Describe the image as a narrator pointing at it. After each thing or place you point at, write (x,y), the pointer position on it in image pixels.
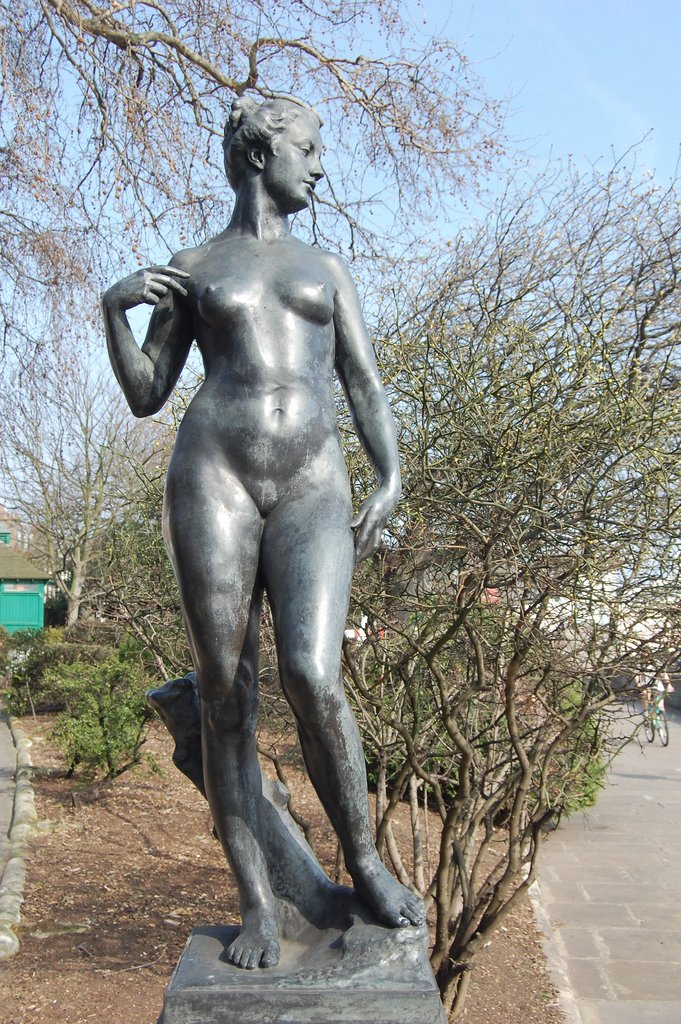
In this picture there is a statue of a woman (245,572) and there are few trees (150,487) and plants (55,698) behind it and there is a person (662,713) riding bicycle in the right corner (663,675).
